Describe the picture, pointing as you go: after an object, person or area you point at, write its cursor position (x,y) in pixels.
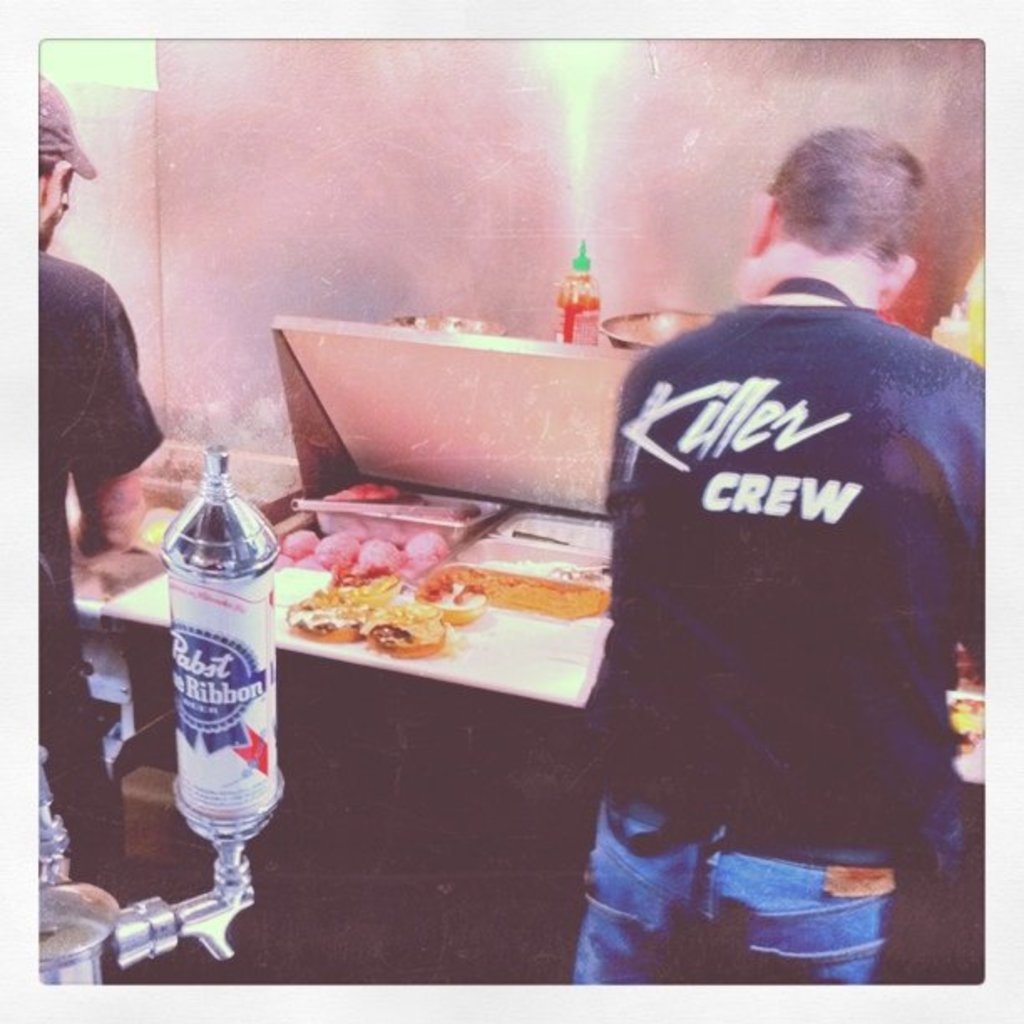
In this image we can see two men (624,717) standing beside a table (480,665) containing some food (420,641), a bottle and some bowls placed on it. On the left side (206,762) we can see a container (217,754).
